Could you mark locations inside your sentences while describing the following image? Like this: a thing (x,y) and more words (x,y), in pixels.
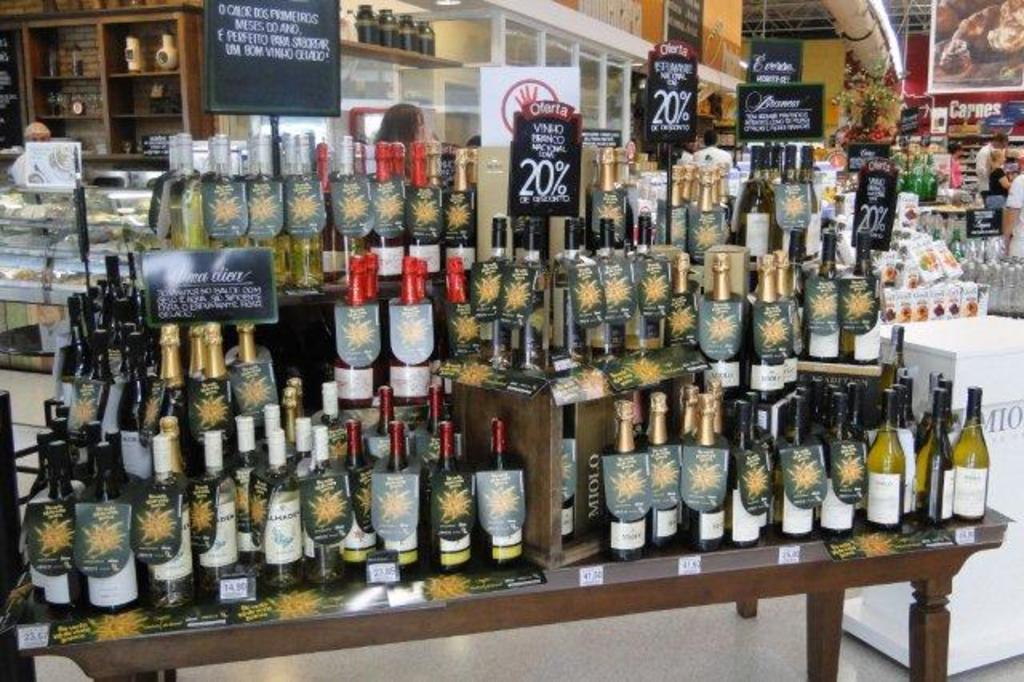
In this image I can see there are many wine bottles (708,306) on this table (139,675).
